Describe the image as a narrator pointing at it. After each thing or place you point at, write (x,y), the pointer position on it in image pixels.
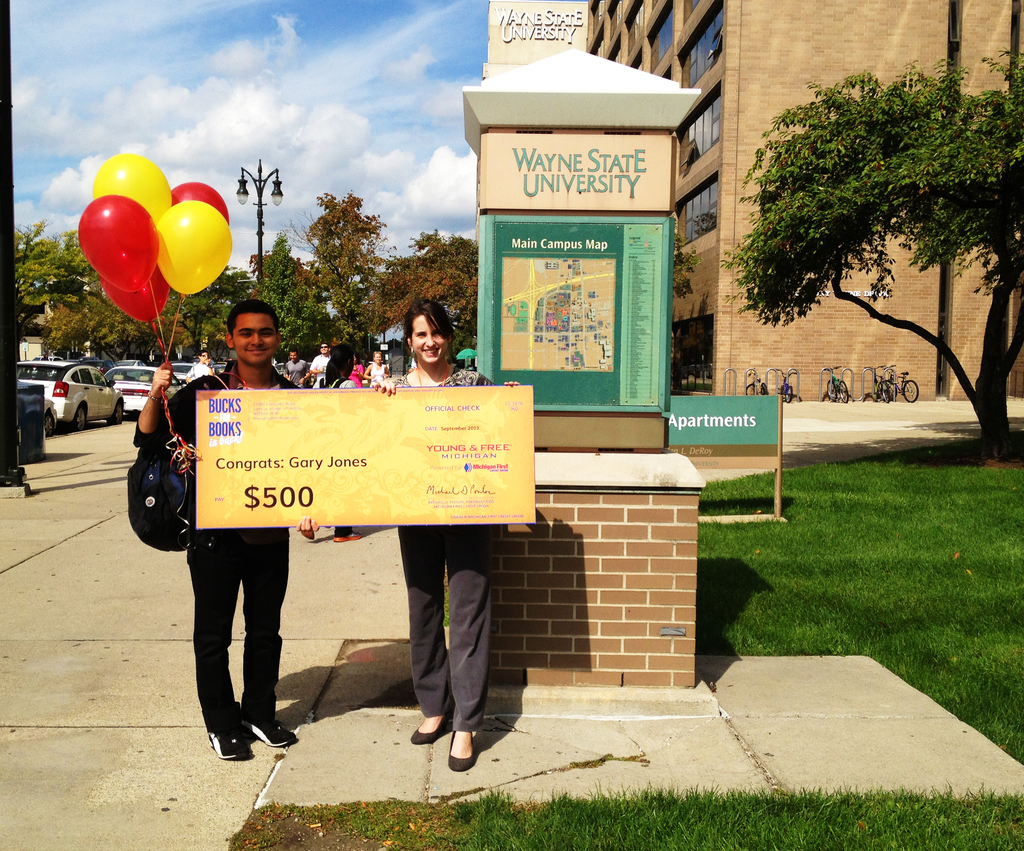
In this image I can see a woman (457,575) is standing and holding the yellow color board (370,463) in her hand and smiling. On the left side (193,418) a man (194,431) is smiling and holding the balloons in his hand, behind them there are cars (132,360) and trees (325,287). On the right side (697,269) there is a building (725,281), at the top (338,95) it is the sky (320,102).
